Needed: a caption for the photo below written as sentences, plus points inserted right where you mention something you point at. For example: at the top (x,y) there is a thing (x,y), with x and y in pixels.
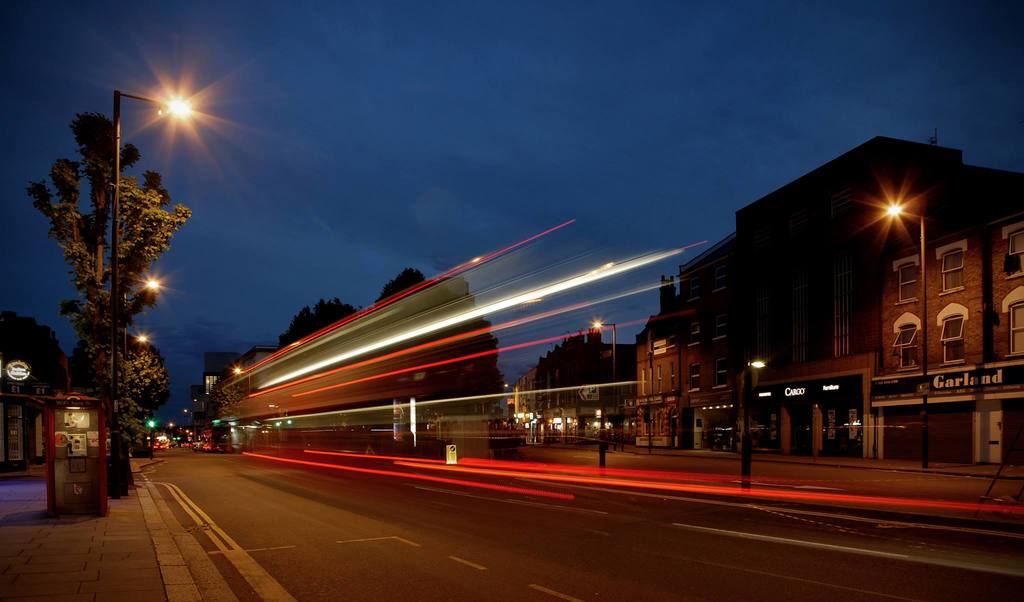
In this image there are buildings (685,419), road (343,572), trees (475,382), name boards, light boards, poles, lights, and in the background (421,272) there is sky (365,141).
